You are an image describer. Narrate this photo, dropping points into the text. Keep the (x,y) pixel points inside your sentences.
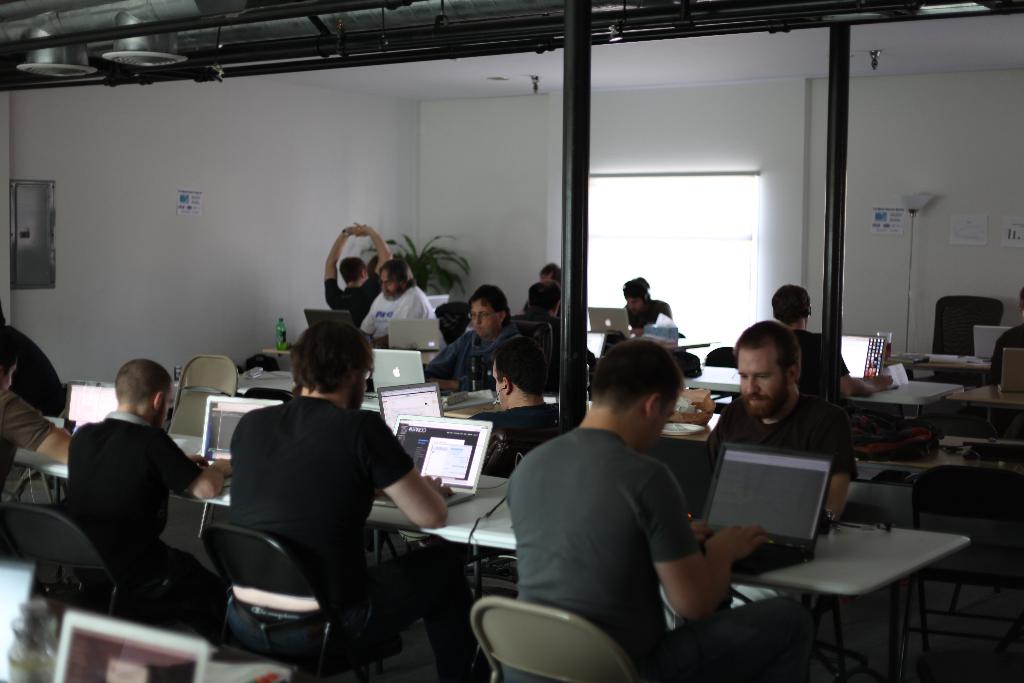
Group of people (407,611) are sitting on the chairs (569,621) and working in their laptops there is a light (690,329) in the middle (596,307) and a plant (431,256) at the back (417,244) The people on the left (321,402) wearing black color t-shirts (313,445) and the man (392,270) wearing white color t-shirts (376,308).
